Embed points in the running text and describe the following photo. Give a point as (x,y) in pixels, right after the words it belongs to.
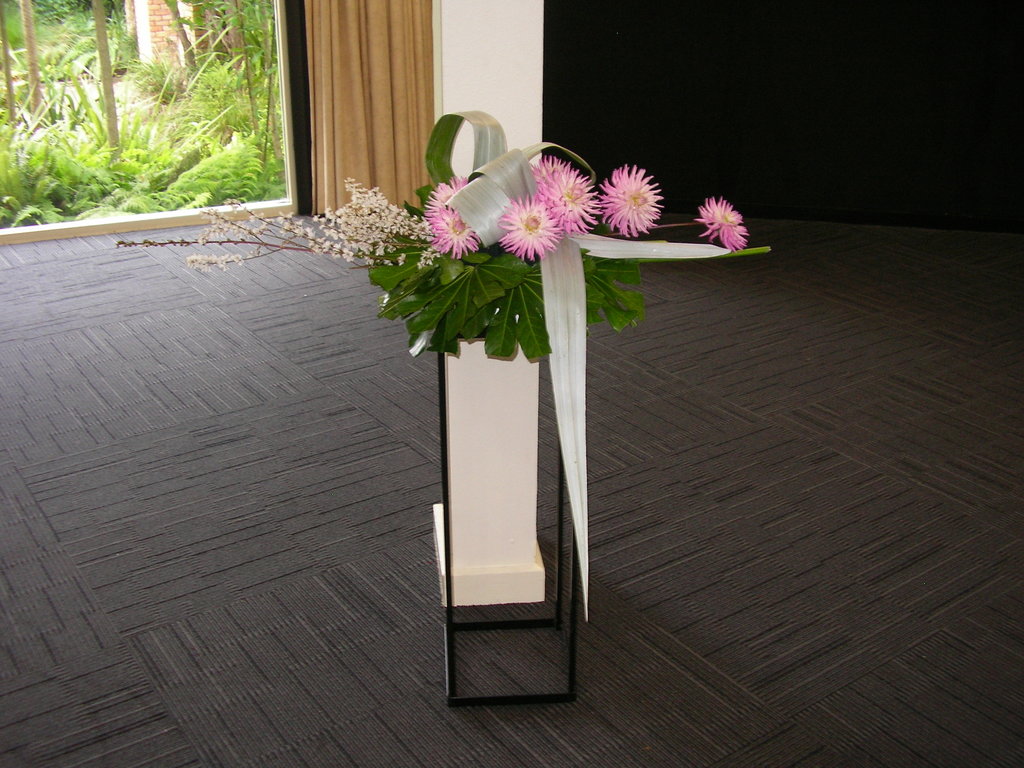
In this image, we can see some flowers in an object (457,628). We can see the ground (426,614) and the wall (851,23). We can also see some glass (148,155). There are a few plants (163,187).
